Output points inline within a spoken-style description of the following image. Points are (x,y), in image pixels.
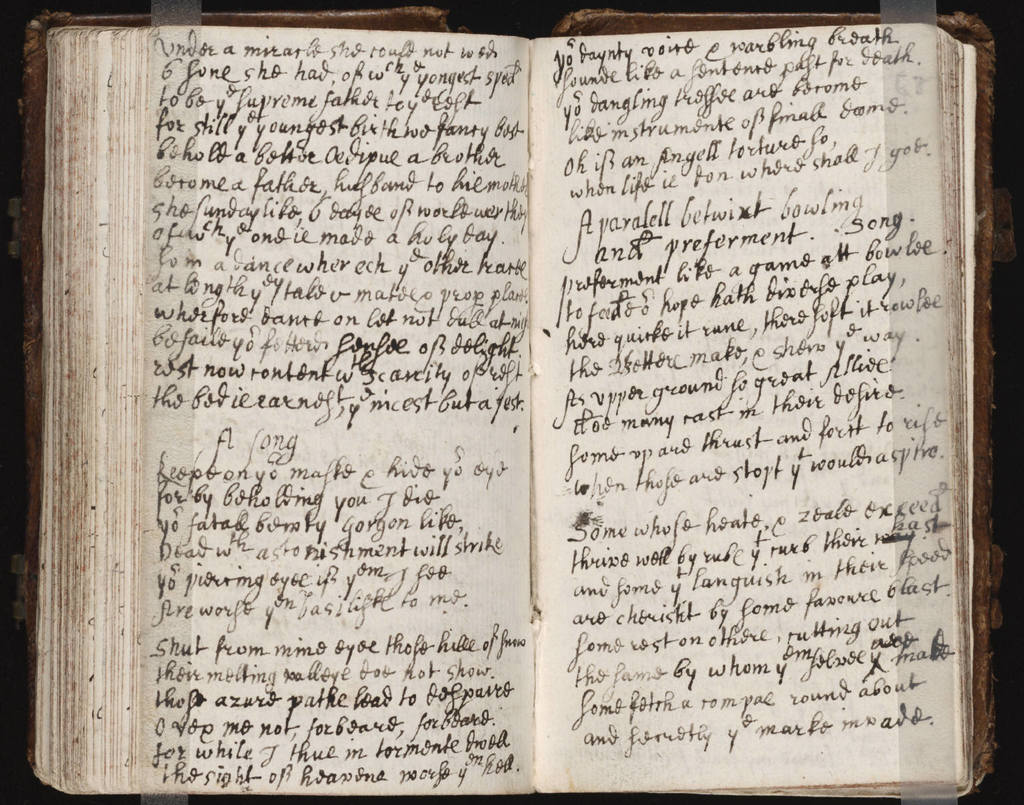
In this picture we can see a book (911,643). We can see text (809,360) on the papers (530,407). We can see transparent tape (895,401) pasted on both papers (914,583).
